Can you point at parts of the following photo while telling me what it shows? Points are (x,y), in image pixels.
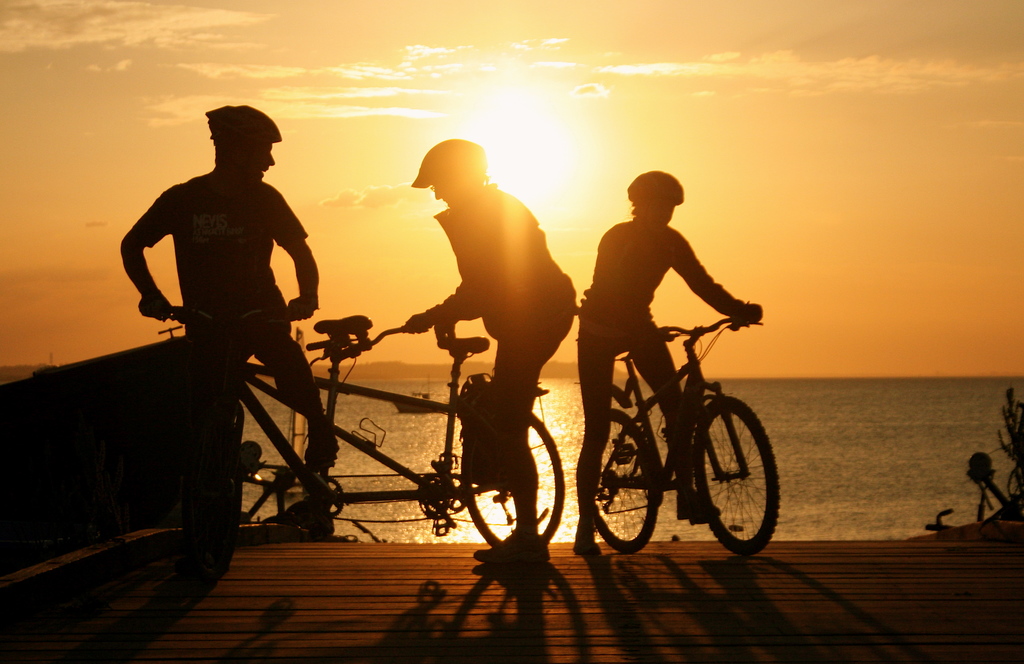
In this picture we can see three persons (449,236) wore helmets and holding bicycles (464,453) with their hands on platform (395,605) and in background (335,251) we can see sky (770,265), water (947,439).
